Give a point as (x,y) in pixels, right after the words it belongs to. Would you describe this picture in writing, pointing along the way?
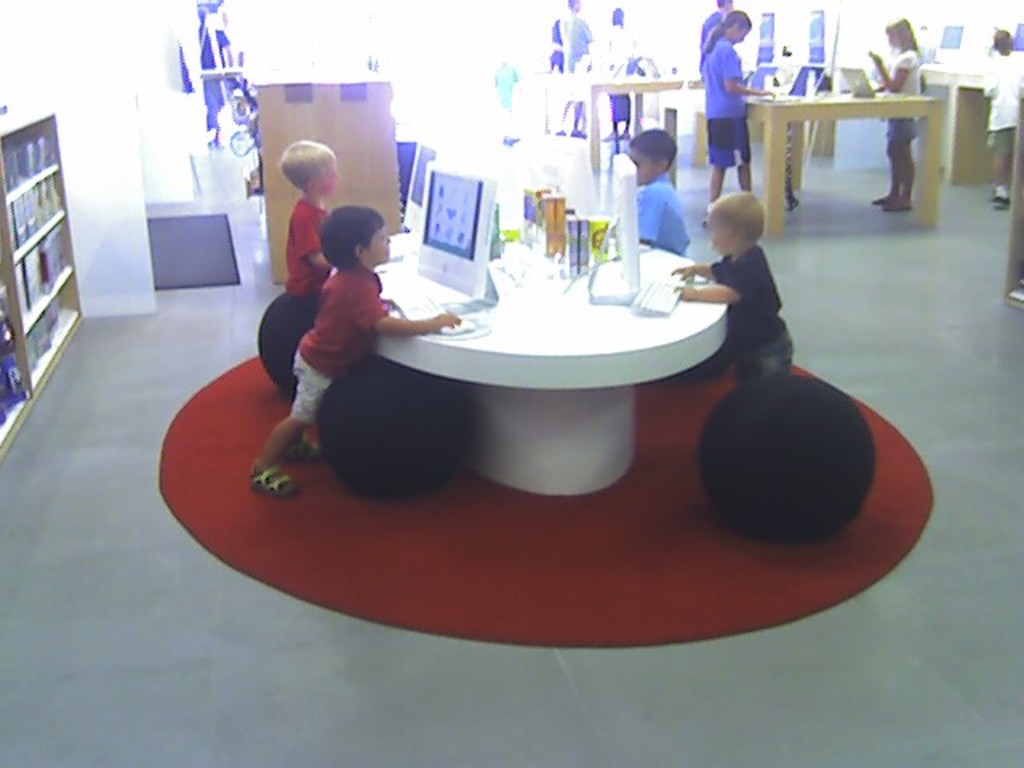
In this image few kids (751,298) are standing near the table (522,332) having few monitors (438,233), keyboards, bottles (580,246) and few objects (534,276) on it. Left side (19,290) there is a rack (5,282) having few books (2,298) in it. Right top there are few persons (723,54) standing near the table (764,131) having few laptops (819,90) on it. Behind the kid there are few objects (203,216) are on the floor (172,340).
